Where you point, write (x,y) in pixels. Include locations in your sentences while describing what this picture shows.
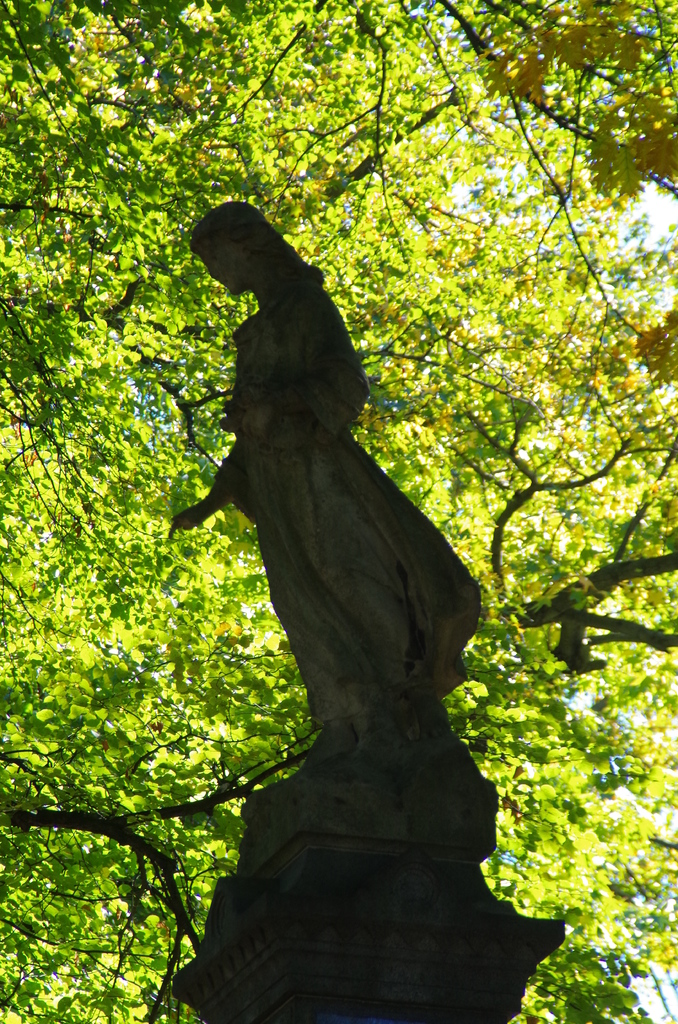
In this picture I can see a statue (362,658) and few trees branches (596,699) in the background (291,137).
